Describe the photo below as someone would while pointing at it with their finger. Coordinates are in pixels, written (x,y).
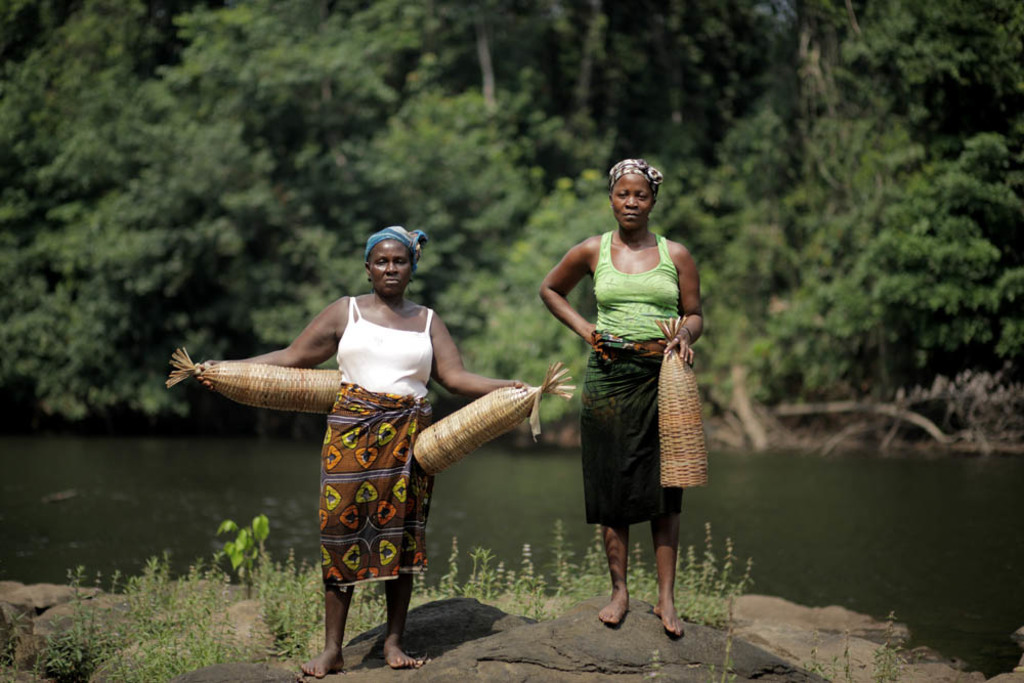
In the center of the image (457,371) we can see two persons (417,430) standing on the stone (482,628). In the background (714,524) we can see water (776,502), trees (936,257) and plants (355,632).
